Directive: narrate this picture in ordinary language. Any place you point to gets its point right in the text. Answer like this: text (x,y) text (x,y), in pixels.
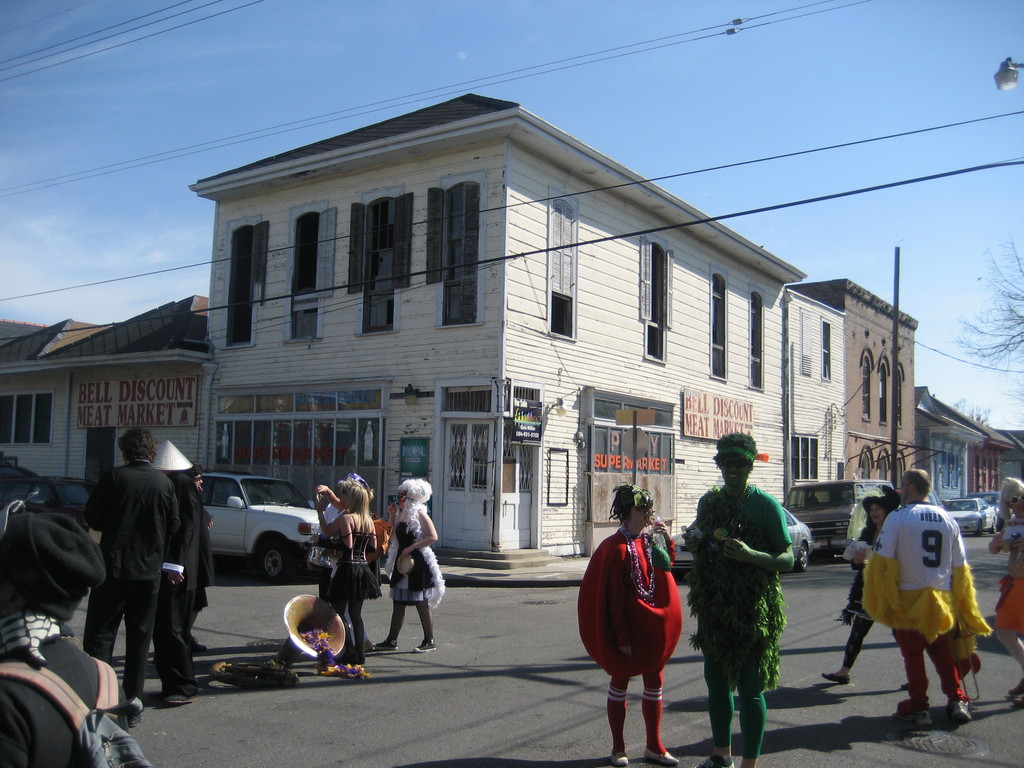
In this picture I can see the shop building (737,370) beside to that there are three buildings (929,449) and cars (825,513) in front of buildings (890,449). Also there are people (345,546) with different costumes (597,620) on the road (499,698).
